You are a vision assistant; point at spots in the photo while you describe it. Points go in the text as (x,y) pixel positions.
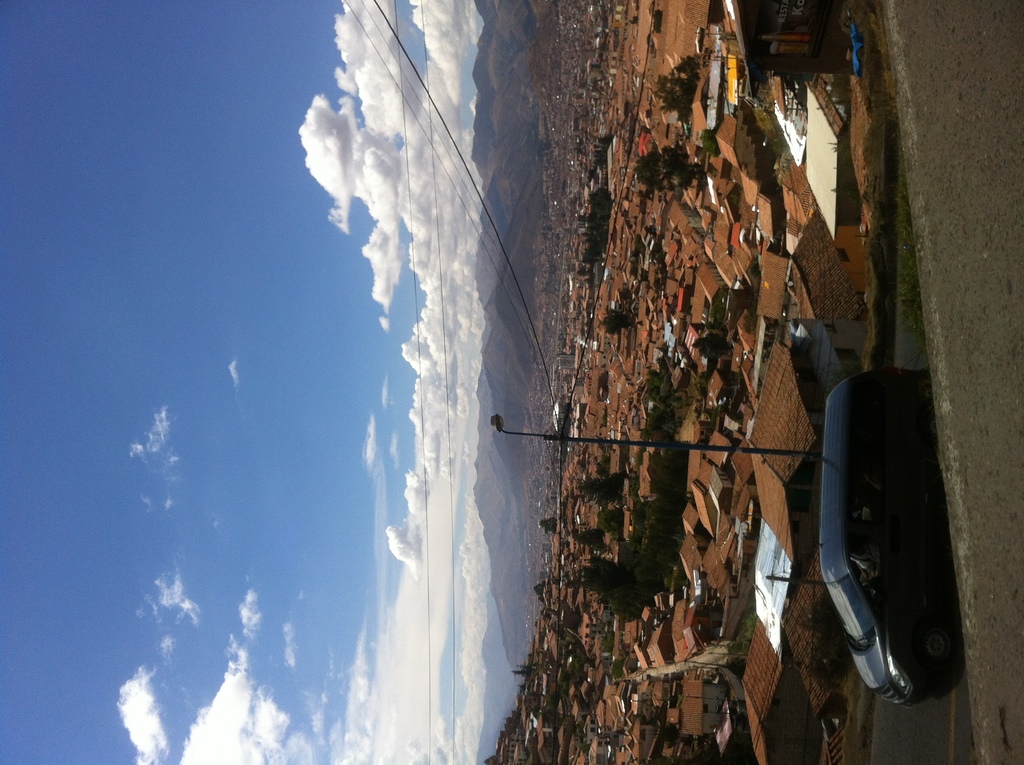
In this image we can see some houses (674,210), poles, trees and other objects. On the right side of the image (903,536) there is the road (941,725) and a vehicle (907,525). In the background of the image (535,102) there are mountains (505,392). On the left side of the image (153,553) there is the sky (258,363) and cables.
